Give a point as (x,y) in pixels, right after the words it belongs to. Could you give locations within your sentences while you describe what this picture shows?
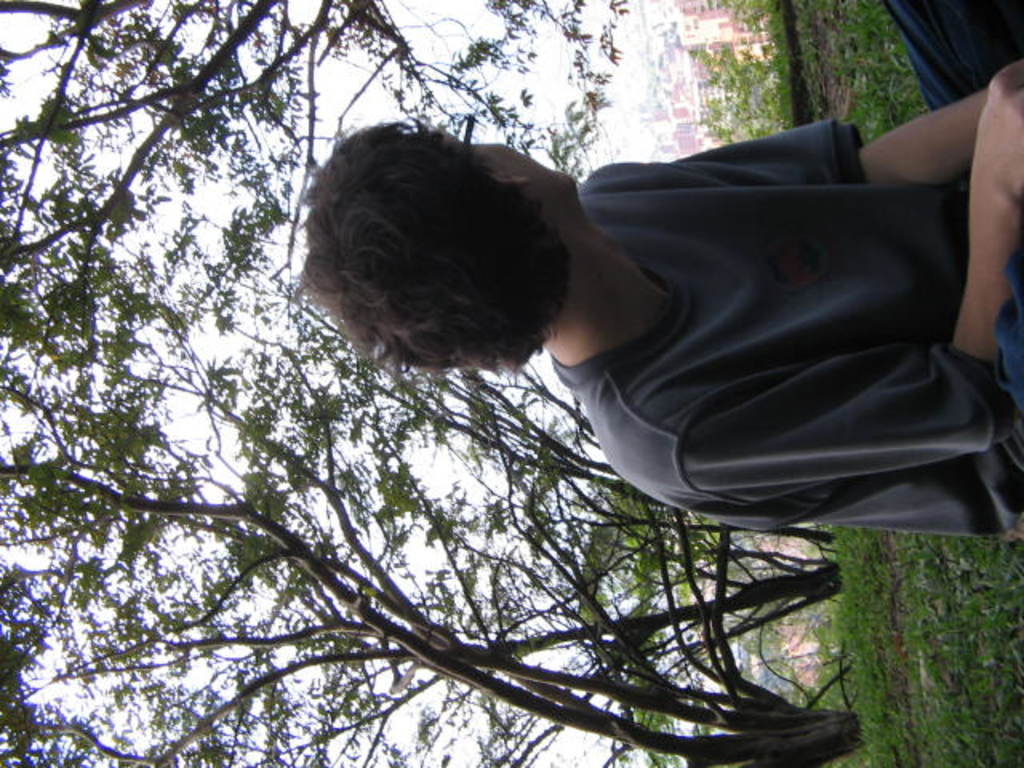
In this image there is a person (813,329) sitting on the ground (935,667) and there is grass (904,608) on the ground (880,589) and in the background (585,521) there are buildings (738,46) and trees (695,708) and the sky (446,48) is cloudy.
